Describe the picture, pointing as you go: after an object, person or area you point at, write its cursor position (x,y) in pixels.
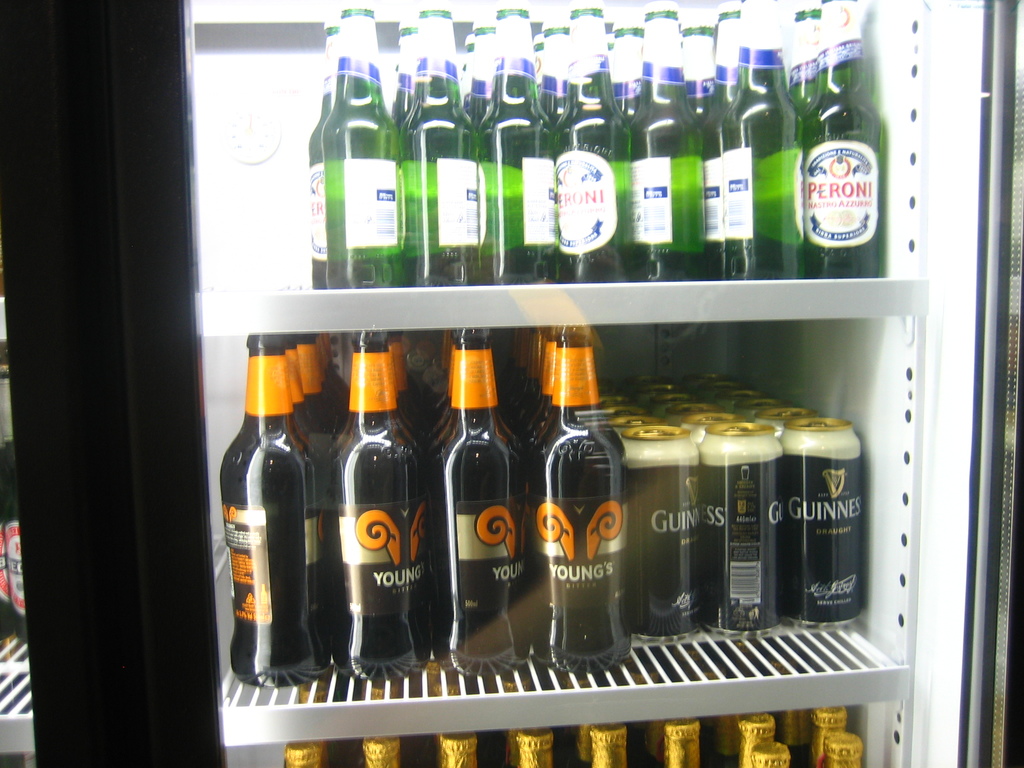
In this image it seems like it is a refrigerator (222,413) in which there are beer bottles (552,239) and tins (737,527) kept on the shelves (717,691). On the left side (14,622) there is another refrigerator (23,586).
